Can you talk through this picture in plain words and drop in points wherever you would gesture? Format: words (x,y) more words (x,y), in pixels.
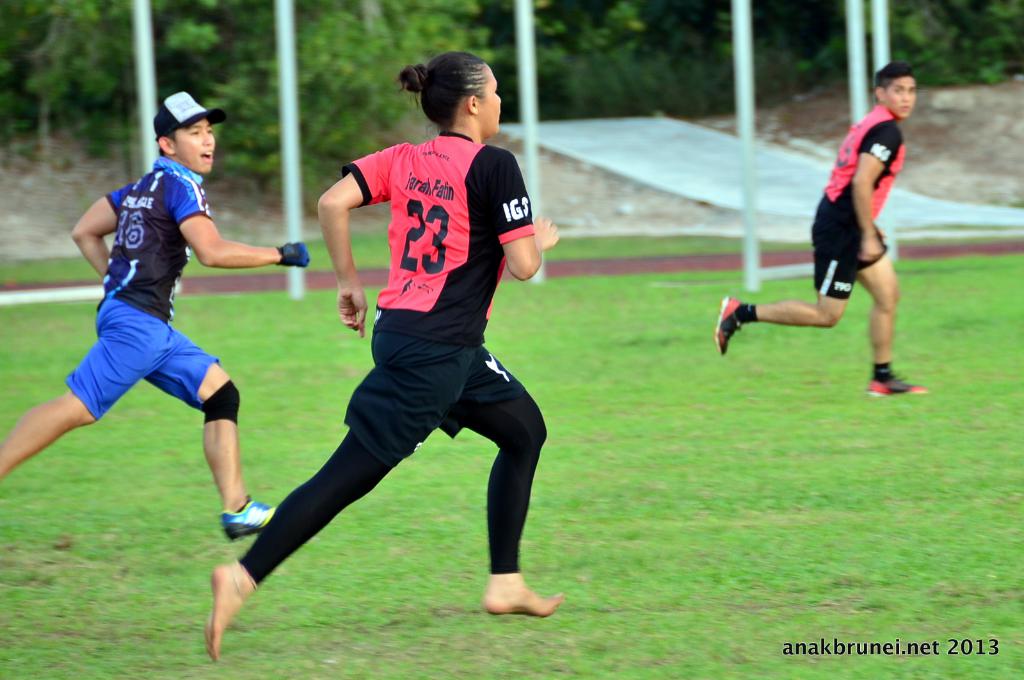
In the picture I can see three persons (891,143) running on the green grass (223,537). In the picture I can see two men (237,251) running on the grass (242,335) with shoes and there is a woman (534,274) running without shoes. In the background (258,109), I can see the trees (427,52), poles (140,75) and an inclined surface (692,146).
